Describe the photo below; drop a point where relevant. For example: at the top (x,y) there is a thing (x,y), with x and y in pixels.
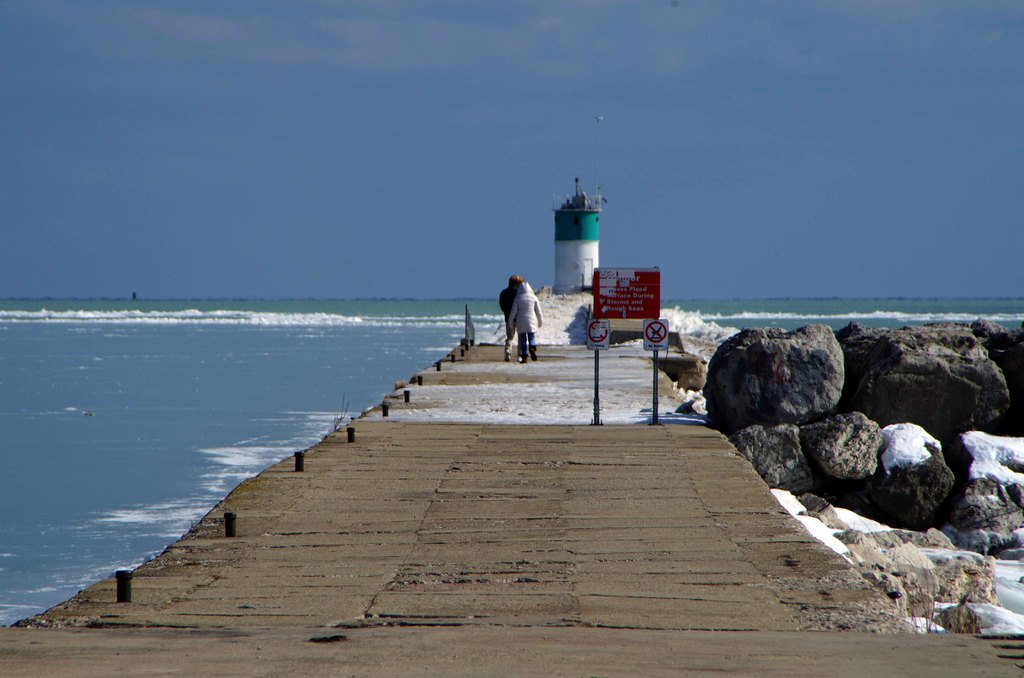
In this image there is the sky (426,131) towards the top of the image (455,112), there is water (294,332), there is an object (571,203) that looks like a light house (591,210), there is a concrete floor (537,447) towards the bottom of the image (543,523), there are two people (522,310) walking on the concrete floor (549,356), there are boards (604,311), there is text (612,297) on the board (626,308), there are rocks (886,396) towards the right of the image (924,439).
